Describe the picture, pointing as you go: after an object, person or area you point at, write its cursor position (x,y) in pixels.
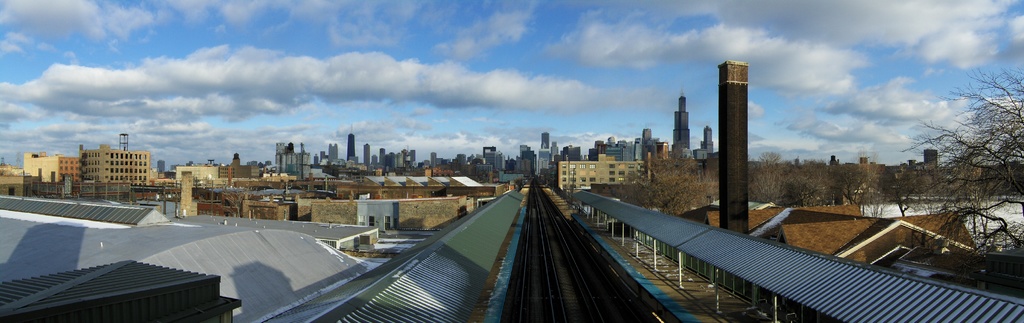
In this image on the right side (718,270) there is a tent (617,215) and there are poles (681,254), there are trees (1002,229), there is a tower (743,231) and there are houses (894,244). In the front (102,246) there are rooftops (179,247). In the background (284,166) there are buildings (455,160). In the center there are railway tracks (575,284) and the sky (290,67) is cloudy.
